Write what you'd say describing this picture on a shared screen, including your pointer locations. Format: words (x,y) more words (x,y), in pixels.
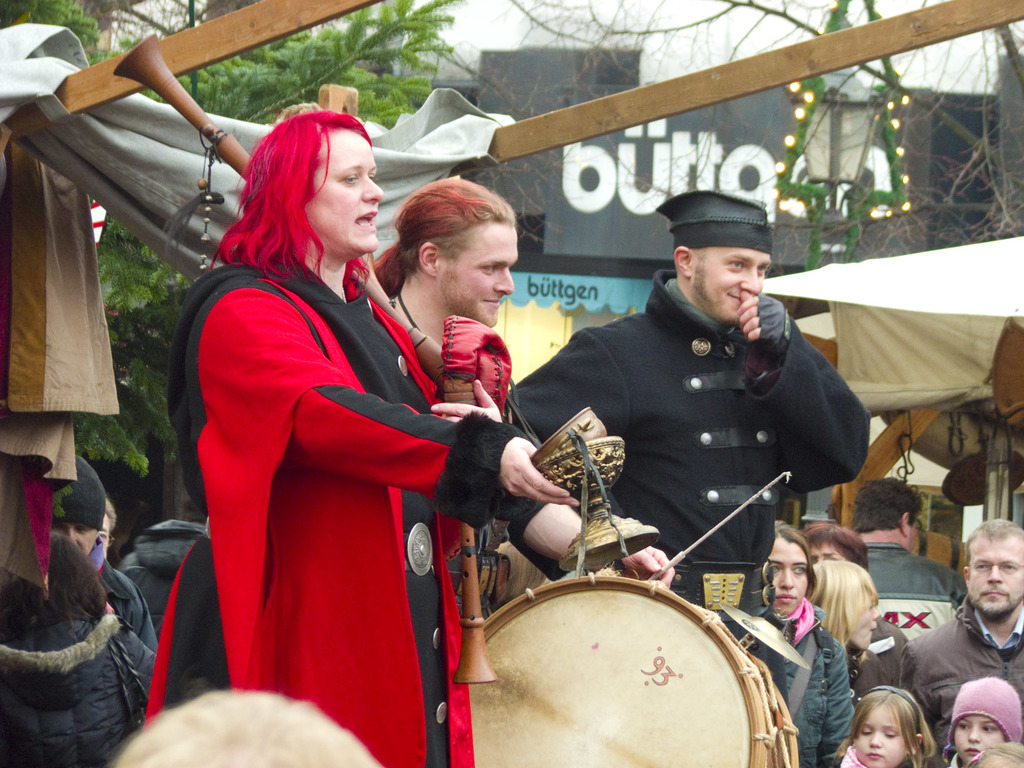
In this picture there are three people (219,428) those who are standing on the stage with the musical instruments (735,690) in their hands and there is audience (839,536) around the image and there are two wooden rods (250,33) above the image, the lady (306,173) who is left side of the image (233,336) is wearing a red suit (371,491).
